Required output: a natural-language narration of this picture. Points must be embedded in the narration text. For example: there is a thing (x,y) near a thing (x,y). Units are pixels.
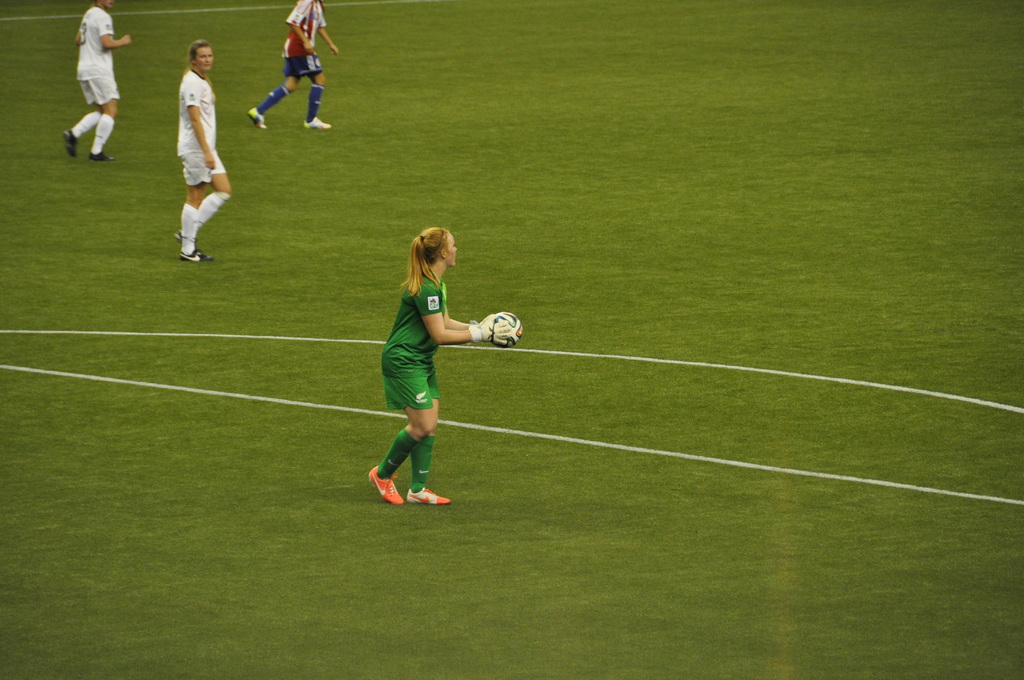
In this picture there is a woman (434,340) who is wearing green dress (445,290), white gloves (482,327) and pink color shoes (421,493). She is holding a football (498,317). In the top left corner (105,129) I can see three persons (65,134) who are standing on the football ground (163,111). In the bottom (541,659) I can see the green grass (547,659). In the center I can see two white lines (615,447).
